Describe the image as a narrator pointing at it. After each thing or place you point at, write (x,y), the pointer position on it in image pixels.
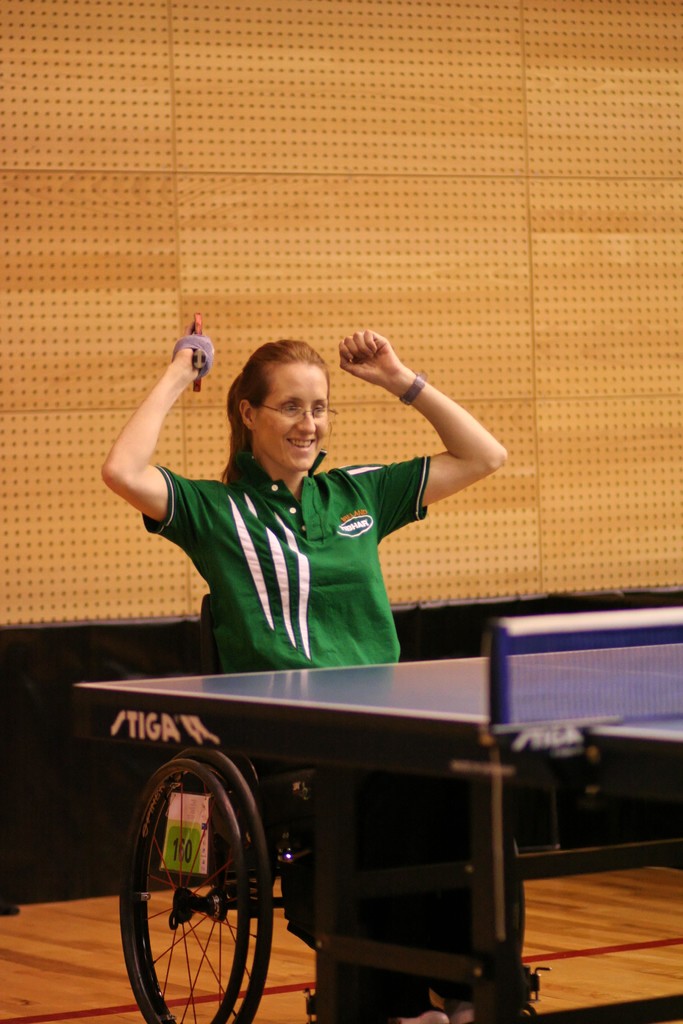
In this image, we can see a woman (320,541) is smiling and sitting on a wheelchair (225,840). She is holding some object (202,350). In-front of her, we can see a table (641,729) with net (554,679). At the bottom (79,959), there is a wooden floor (74,985). Background (631,558) we can see a wall (128,344).
